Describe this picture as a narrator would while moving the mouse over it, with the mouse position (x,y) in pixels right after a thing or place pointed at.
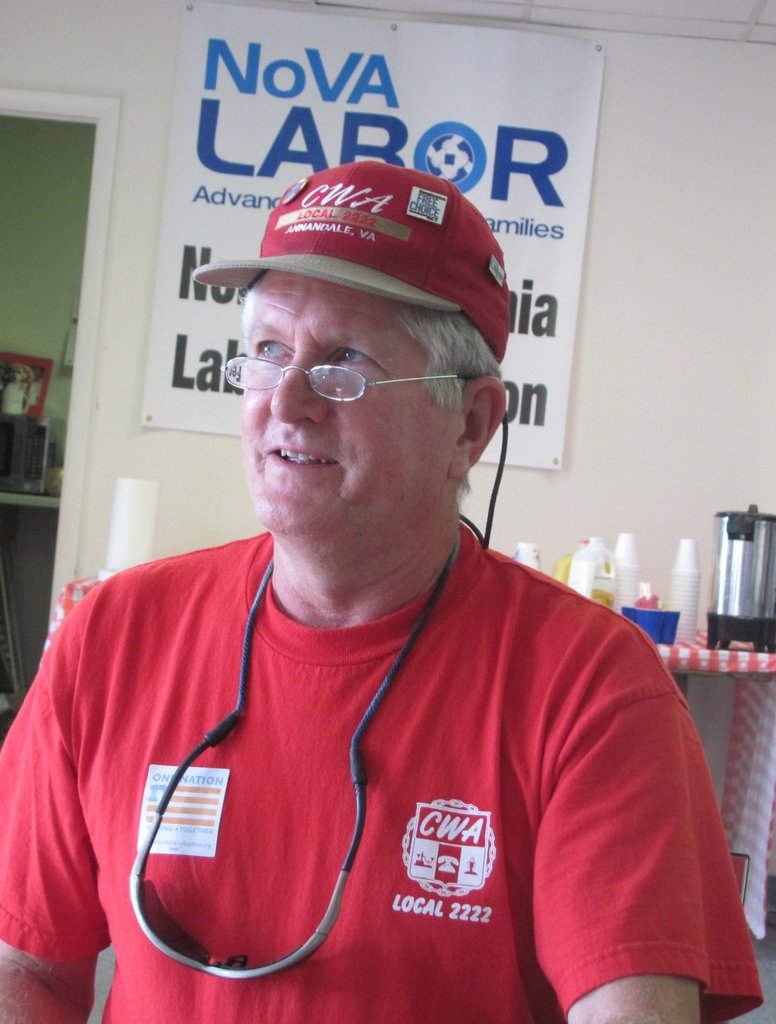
In this image I can see a person (419,740) wearing red t shirt (469,697), red hat (367,174) and spectacles (285,371). In the background (704,277) I can see the white colored wall (662,220), a banner (571,250) attached to the wall (604,263), a table (704,664) on which I can see few white colored cups (686,566), a can (597,545) and few other objects (573,573). I can see a photo frame (33,407).
